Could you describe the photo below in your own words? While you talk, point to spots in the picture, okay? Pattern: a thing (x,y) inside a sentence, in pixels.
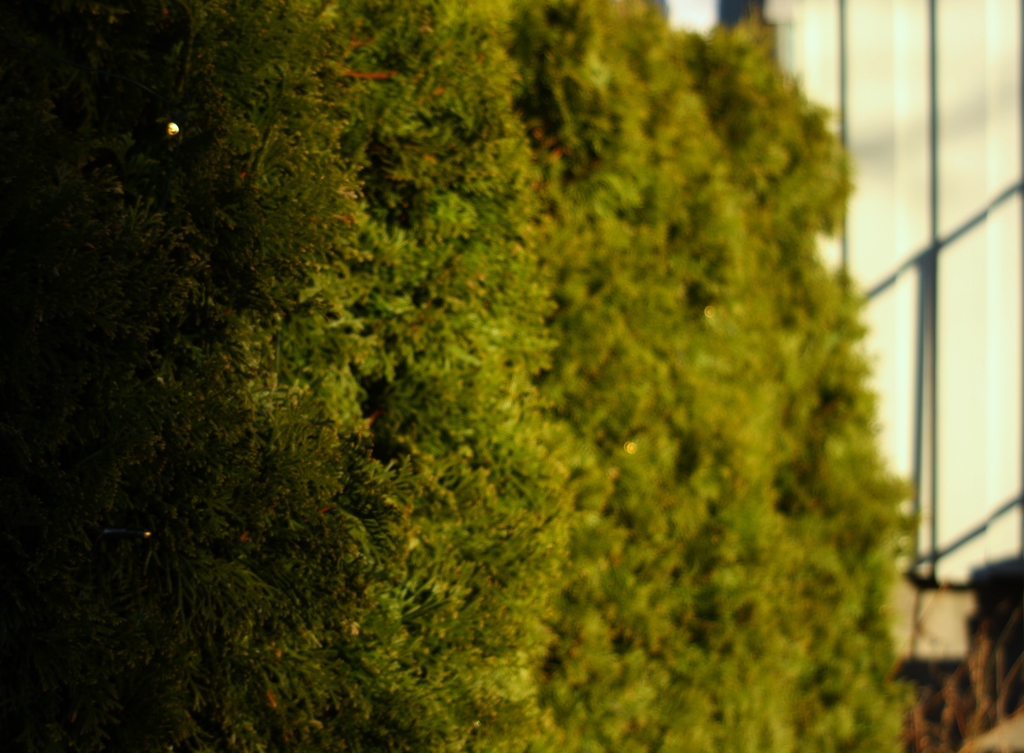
Here in this picture we can see number of trees (462,298) present over there.
